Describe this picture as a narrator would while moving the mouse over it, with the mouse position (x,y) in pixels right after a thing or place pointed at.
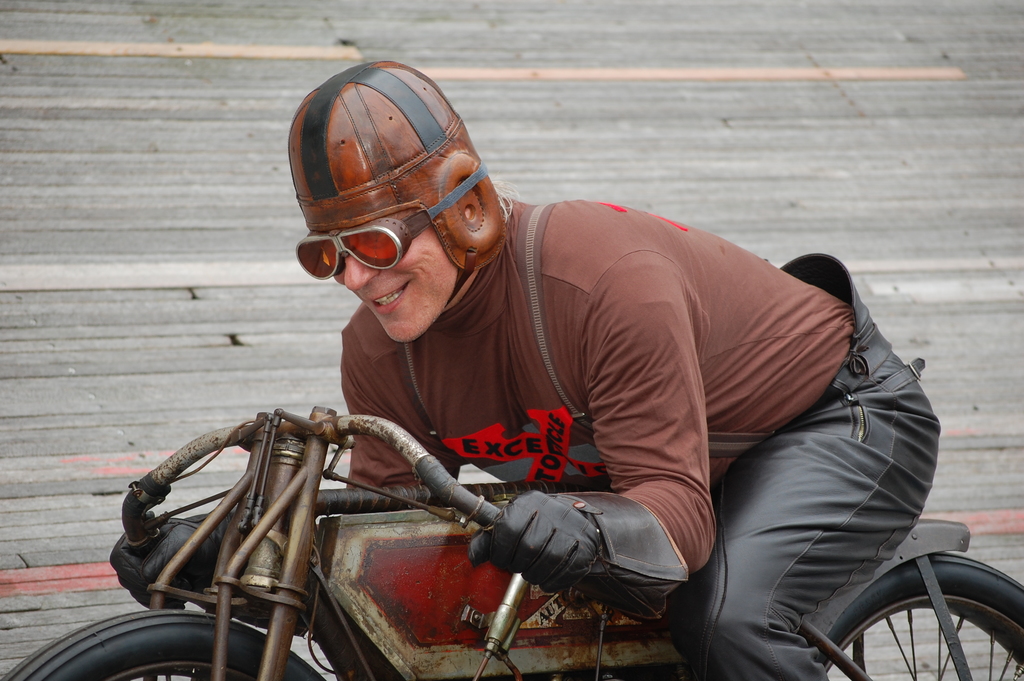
Man (709,351) riding motorcycle (320,610).
